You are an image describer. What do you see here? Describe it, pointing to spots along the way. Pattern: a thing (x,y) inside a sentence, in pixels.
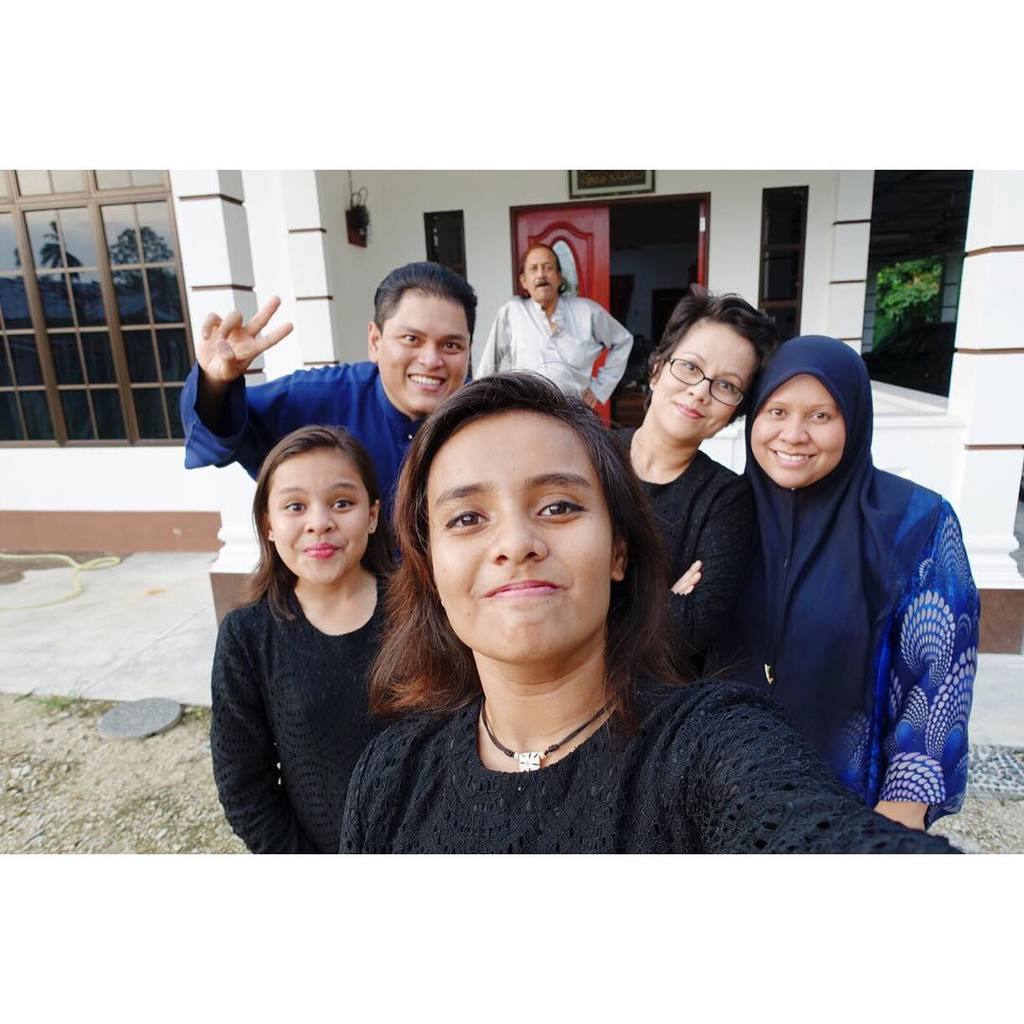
In this picture we can see a few people (274,806) standing. We can see a pipe (25,557) on the left side (39,555). There is a building (494,200) at the back (768,214). We can see a window (132,380), a door (581,232), frame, few pillars (314,210) and an object (365,220) on the wall (340,214). There is a plant (916,315) in the background (916,315).
